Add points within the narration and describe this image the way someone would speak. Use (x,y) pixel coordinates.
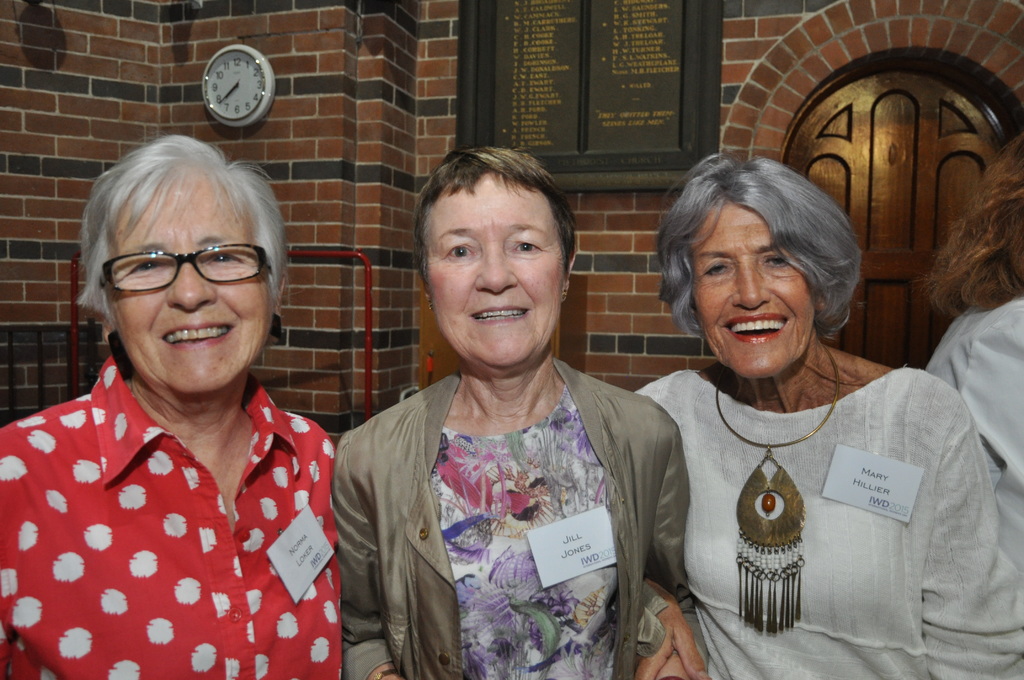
In this picture we can see four people (619,459), three people (783,483) are smiling and name cards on them and in the background (662,211) we can see a wall (636,206), name board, clock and door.
